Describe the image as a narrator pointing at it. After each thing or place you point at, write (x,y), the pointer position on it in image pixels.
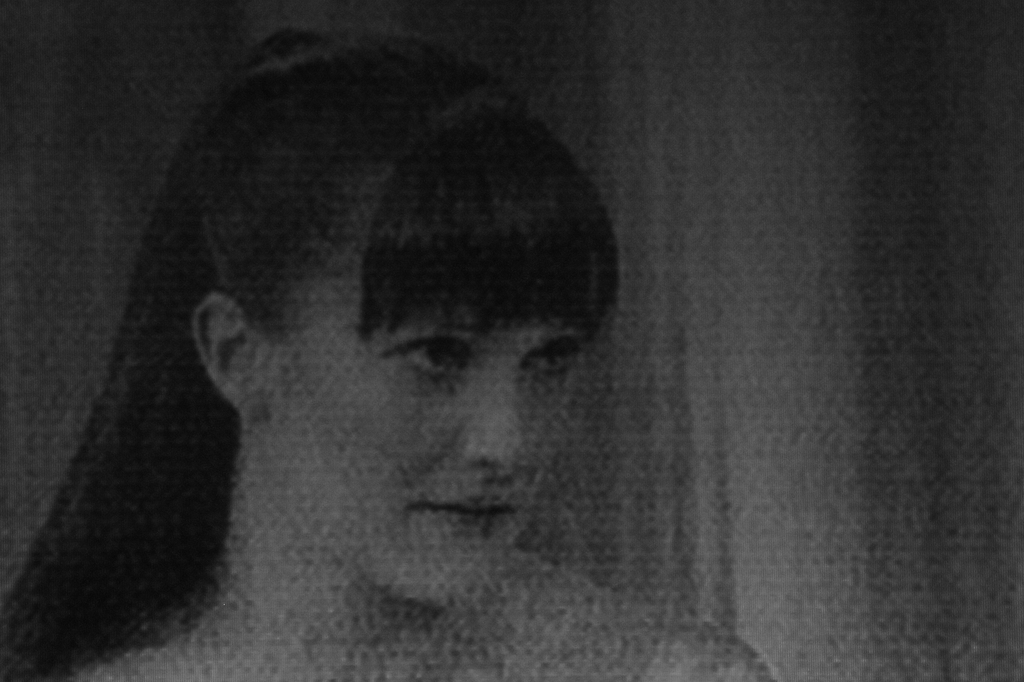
In the picture we can see a woman (532,290) with a long hair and beside her we can see a curtain (790,435) which is white in color.
